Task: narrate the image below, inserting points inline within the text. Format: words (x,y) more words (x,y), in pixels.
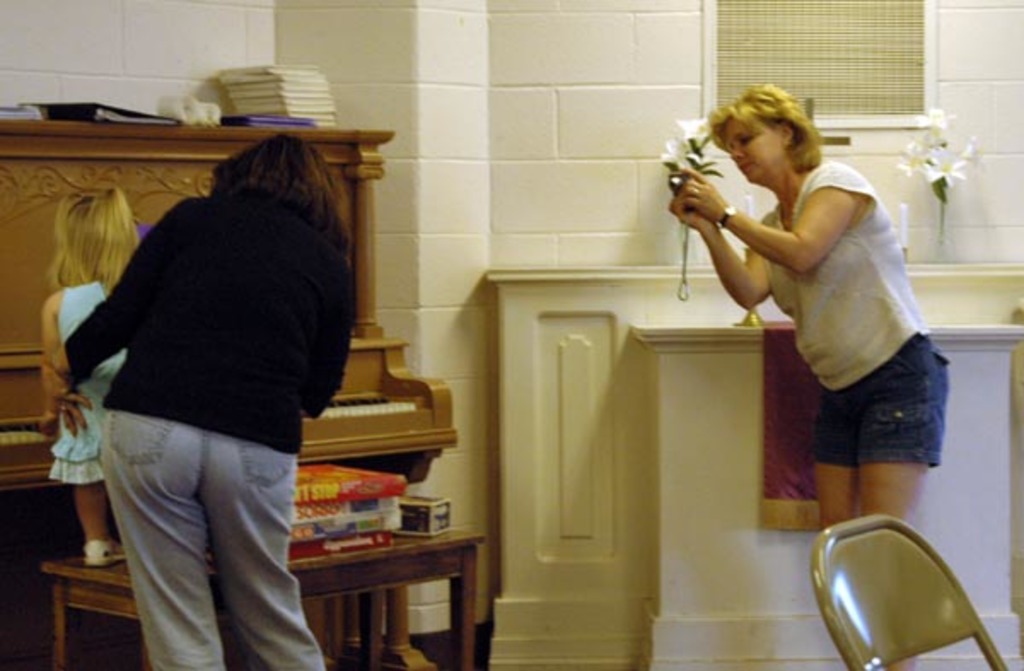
In this, there are three people (864,277). Two are women (841,269) and a girl (86,268). One of them is taking photo with a camera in her hand (691,181). The other is holding the girl (76,313). And the girl (88,430) is standing on a table (125,577). The girl (106,549) is playing piano (20,433) in front of her. The room (182,48) is painted white. There are flower vases (942,192). Beside the woman (909,278) there is chair (909,592) at corner of the image.
